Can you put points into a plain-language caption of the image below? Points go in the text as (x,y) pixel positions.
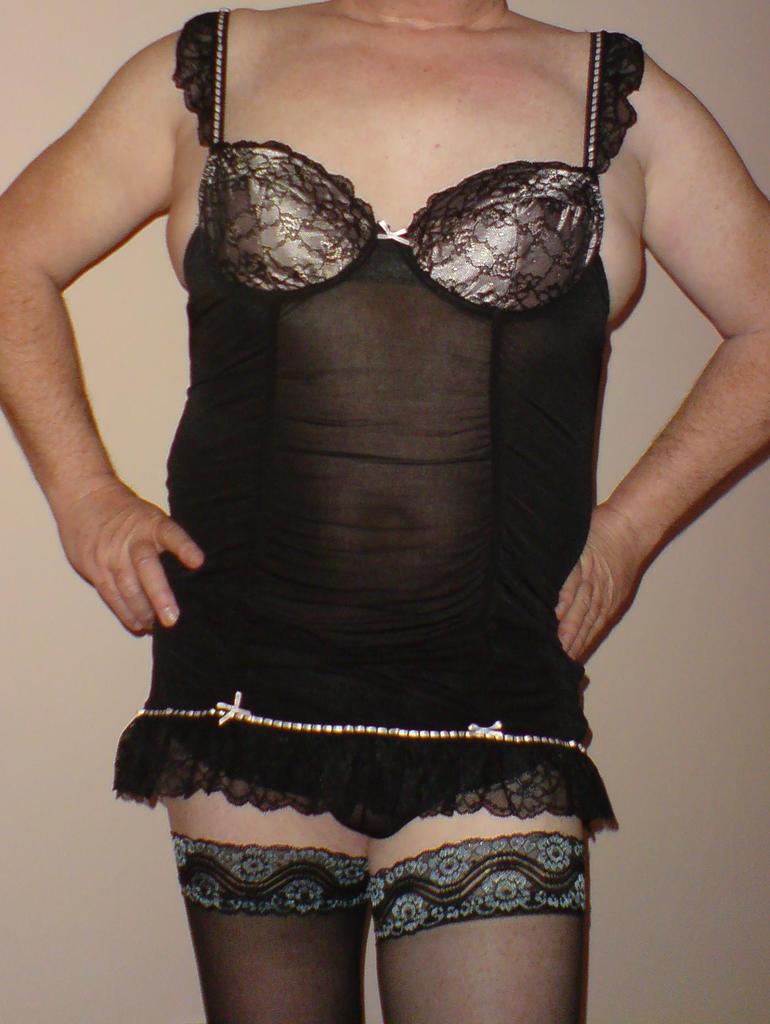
In this picture we can see a person (344,471) in black dress (314,322). In the background (520,5) it is wall (691,650).
